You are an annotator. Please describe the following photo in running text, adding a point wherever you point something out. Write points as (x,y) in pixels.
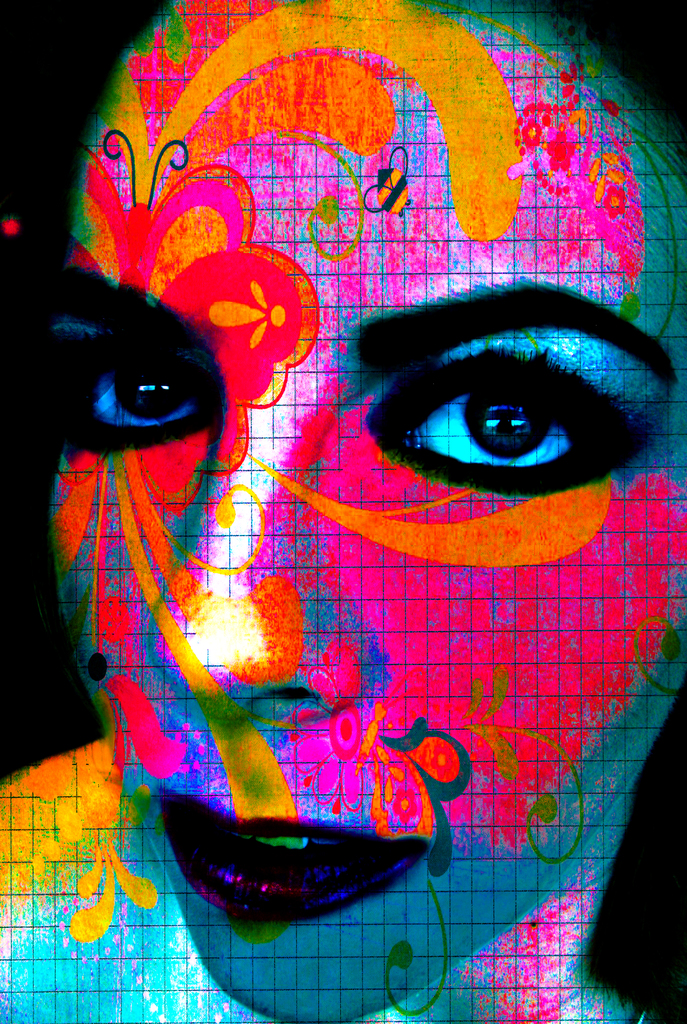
In this image we can see painting (262,417) on a woman's face (280,600).
